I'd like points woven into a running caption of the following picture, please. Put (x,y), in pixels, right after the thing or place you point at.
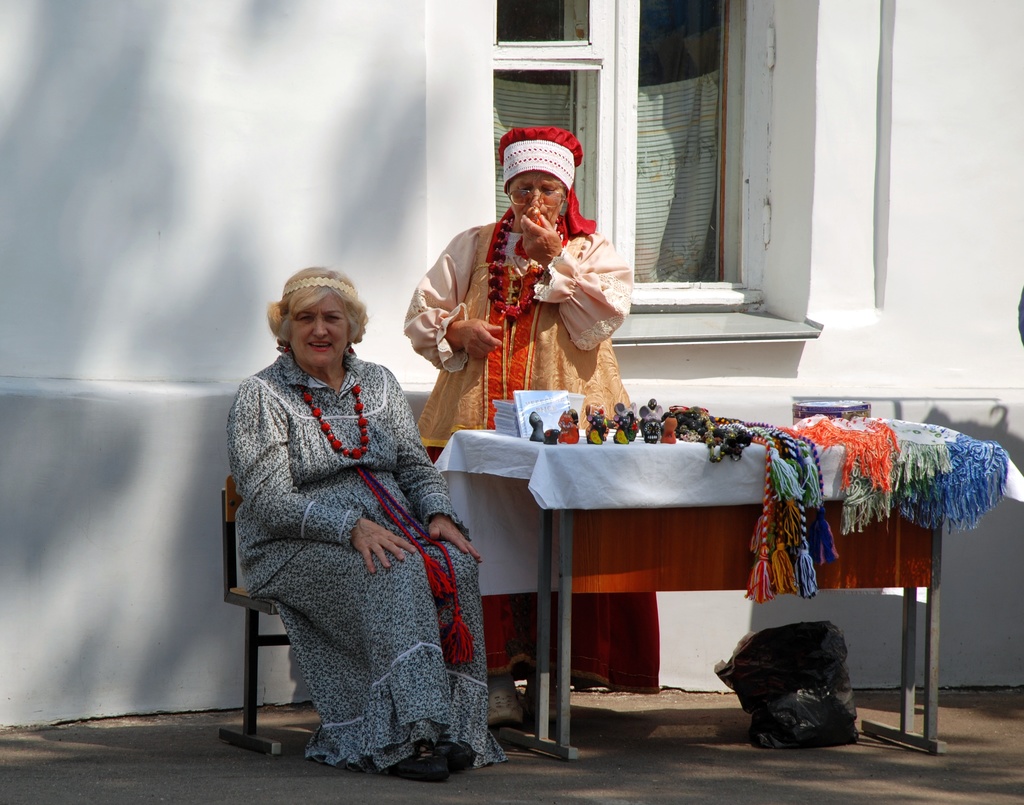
In this image we can see this woman (300,568) is sitting on the chair (247,668) and this person (555,310) is standing near the table (730,494) where many objects (887,471) are kept. Here we can see a cover (818,708) on the floor (745,757). In the background (867,614), we can see the white color wall (336,217) and glass windows (687,233) through which we can see a cloth (654,225).
